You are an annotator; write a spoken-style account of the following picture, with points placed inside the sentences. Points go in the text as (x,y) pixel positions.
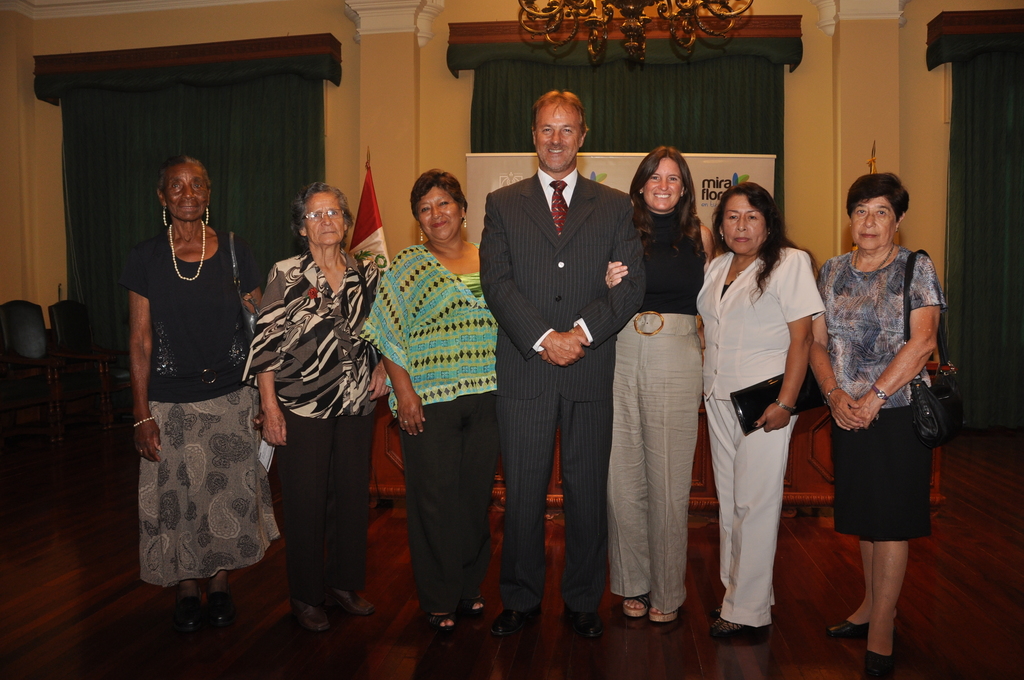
There are persons (712,232) in different color dresses (925,280) smiling and standing on the floor (627,626). In the background (44,329), there are chairs (29,336) arranged in a corner, there are curtains (256,128) on the wall (908,36) and there is a light (622,7) attached to the roof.
